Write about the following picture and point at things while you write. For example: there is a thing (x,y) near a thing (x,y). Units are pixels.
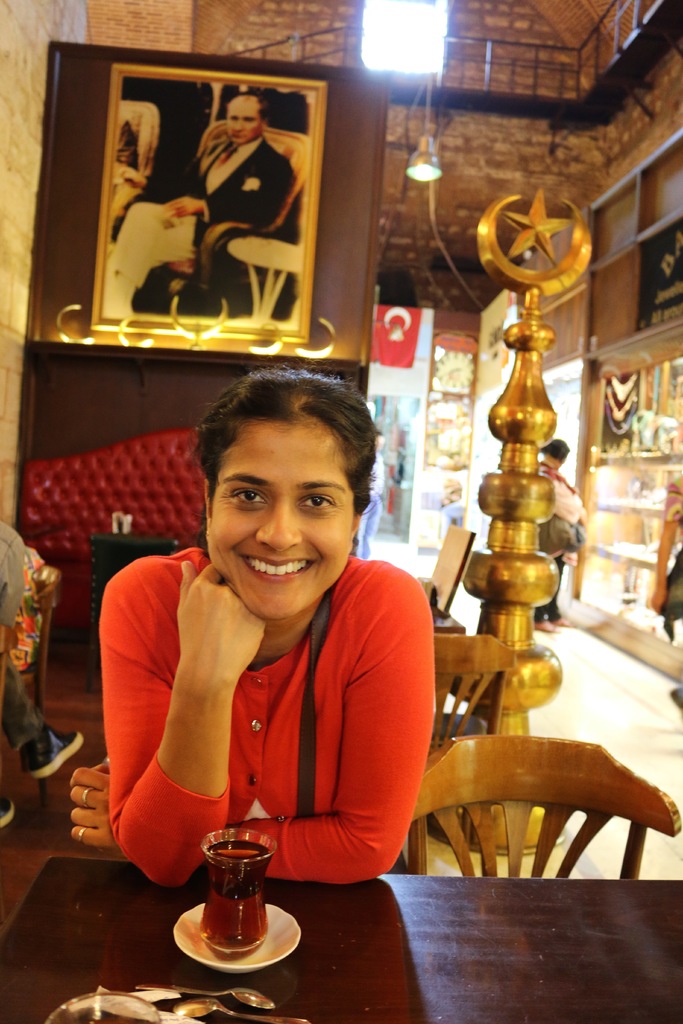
In the image we can see there is woman (255,475) who is sitting in front of the table (342,930) and there is a glass (229,893) filled with tea (241,896) and there are two spoons (248,991) in front of her.
